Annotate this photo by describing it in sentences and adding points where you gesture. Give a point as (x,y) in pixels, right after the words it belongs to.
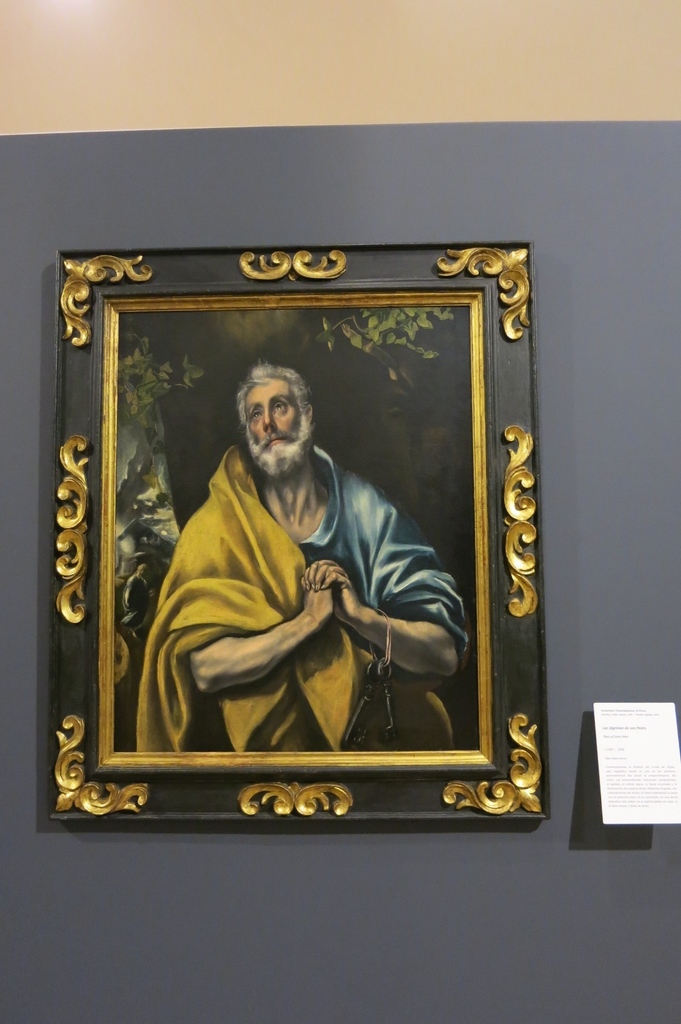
In this image we can see a painting (370,501) which is of person (378,643) is attached to the wall (311,884).
